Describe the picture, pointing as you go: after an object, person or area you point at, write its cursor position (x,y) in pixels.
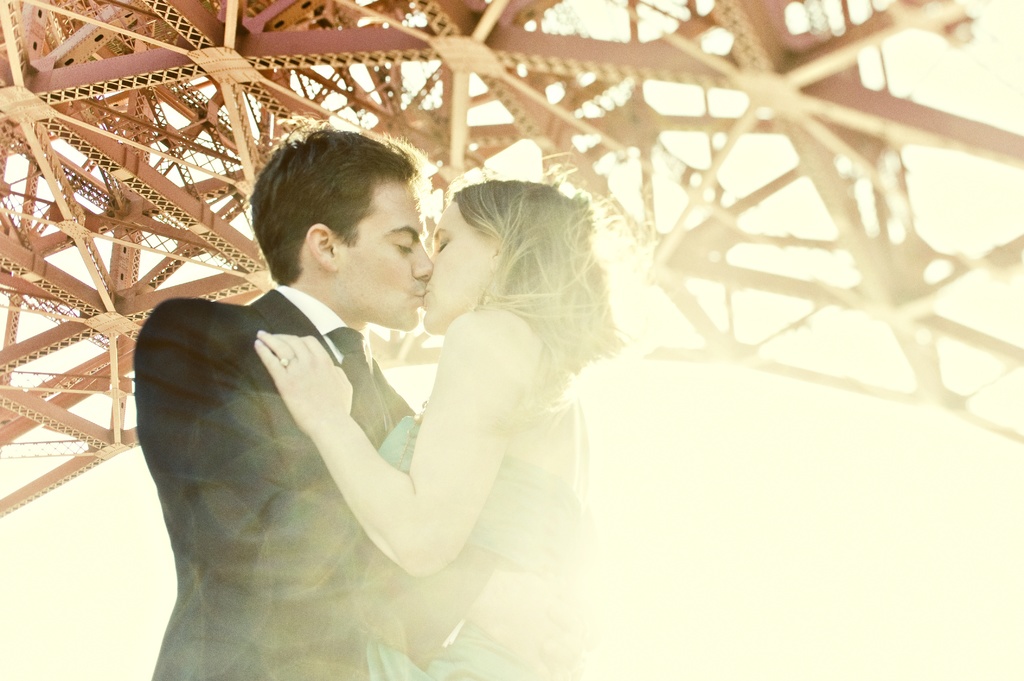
In this picture we can see a man (372,274) and a woman (338,441) are kissing, there are some metal rods (722,214) at the top of the picture (567,48), this man (322,316) wore a suit (278,430).
